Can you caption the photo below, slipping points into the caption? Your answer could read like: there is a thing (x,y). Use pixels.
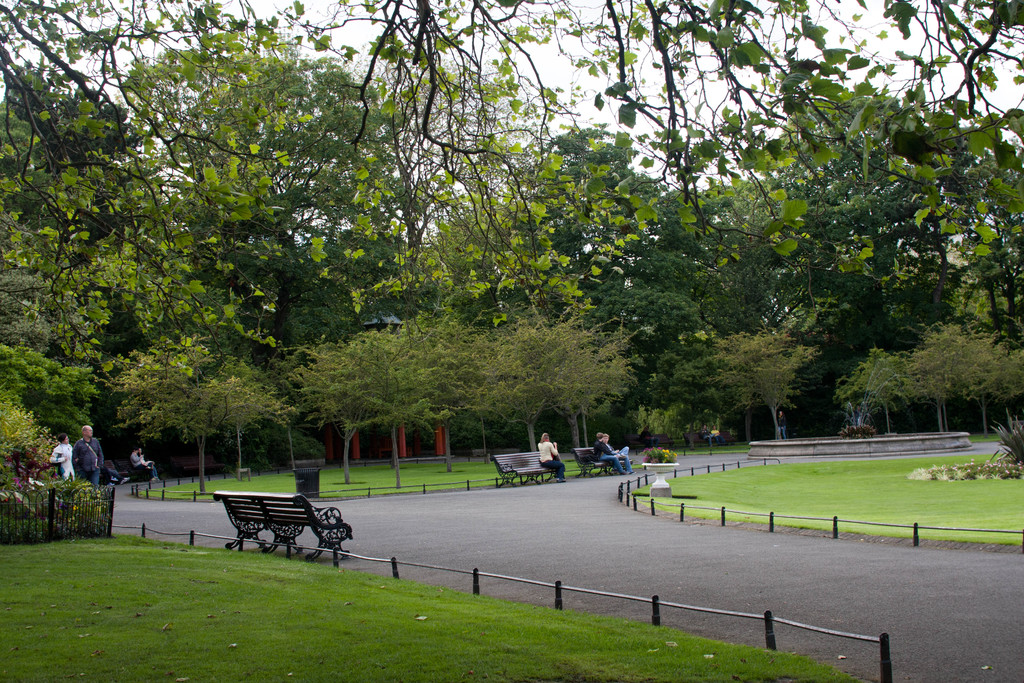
In this picture I can see a few people (543,464) sitting on the benches (535,472). I can see a few people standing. I can see the road (636,577). I can see green grass (838,501). I can see trees (523,304). I can see clouds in the sky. I can see fencing (792,515).
